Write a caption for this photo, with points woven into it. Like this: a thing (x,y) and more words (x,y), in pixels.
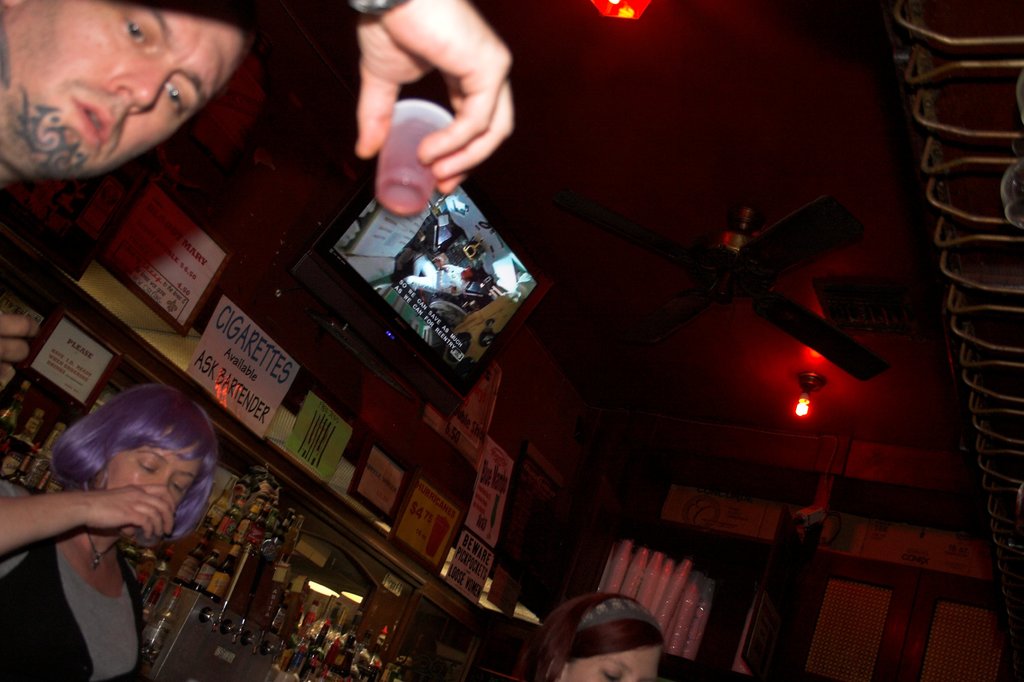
In this image, there are a few people (572,648). We can see some boards (410,513) with text (427,516) and images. We can see a screen (454,306) and a fan (618,242). We can see the roof (713,110) with some objects (817,373) attached to it. We can also see a shelf (677,658) with some white colored objects (679,588). We can see some objects (960,626) on the right (869,534). We can also see some bottles (356,664) and a metal object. We can also see some glass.
